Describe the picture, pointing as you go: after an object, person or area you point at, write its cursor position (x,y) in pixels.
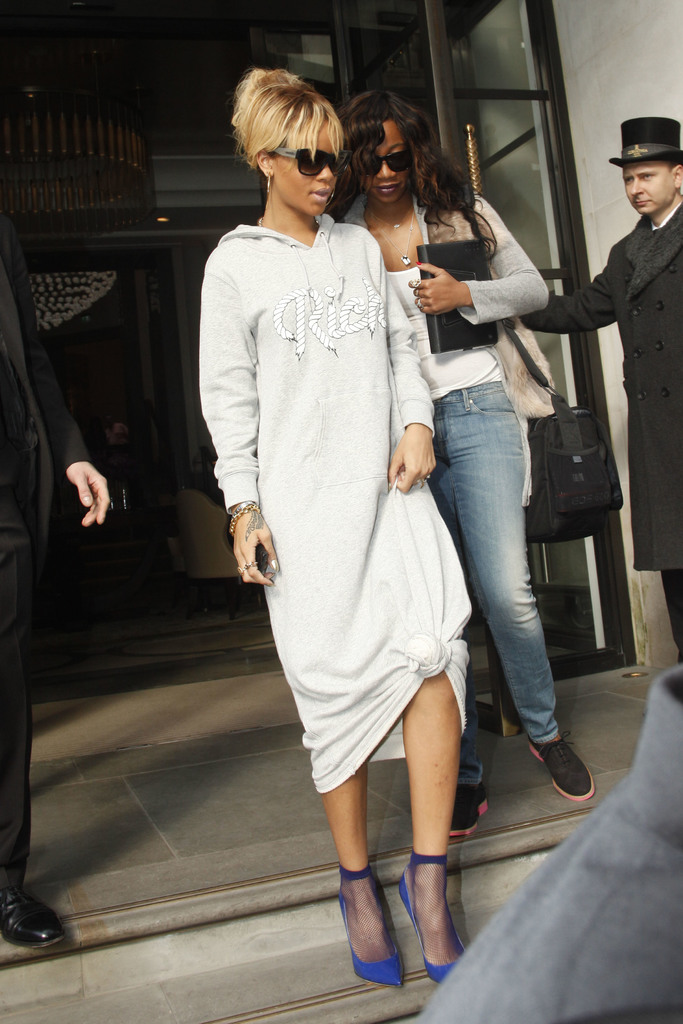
In this image in the center (403,545) there are two women (383,439) who are walking, and one woman (469,359) is holding one book (463,332). On the right side (615,309) and left side (49,372) there are two persons (11,624) who are standing, and in the background (109,121) there is a house (312,68), glass windows (518,206) and at the bottom (225,927) there are some stairs (406,1000) and one person (605,918).
